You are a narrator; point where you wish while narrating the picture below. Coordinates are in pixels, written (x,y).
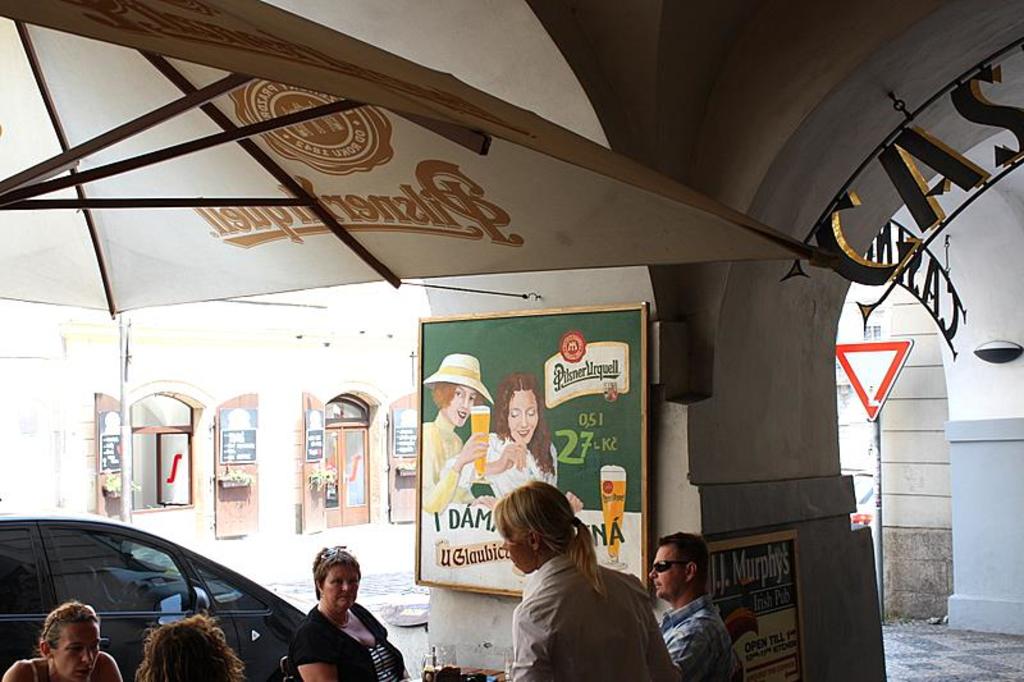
In this image there is a tent (141,134) at the top (138,155). Below the tent (115,183) there is a car (143,573) on the road (278,573). Beside the car (228,620) there are few people (364,637) who are sitting in the chairs (283,669). There is a table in front of them on which there are glasses (433,655). There is a frame (489,367) fixed to the wall (572,271). In the background (351,428) there are doors (358,443) which are opened. On the right side (970,99) top there is a hoarding (937,203). There is a pole (878,497) on the footpath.
